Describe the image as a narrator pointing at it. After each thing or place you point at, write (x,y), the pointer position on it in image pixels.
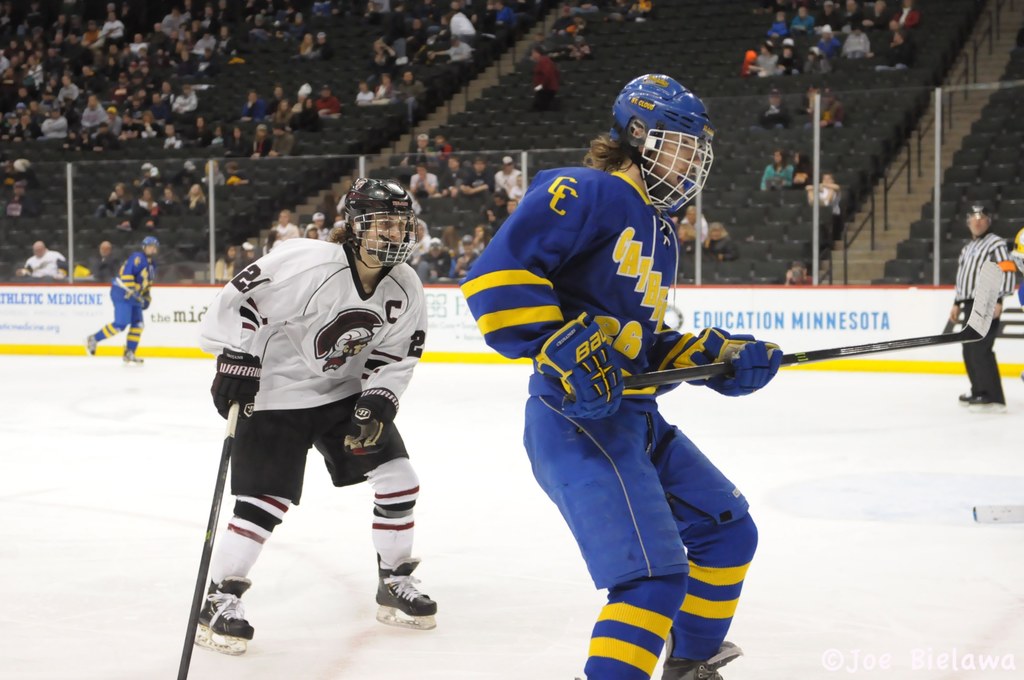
In this image there is an ice hockey stadium (951,387), in that players (635,463) are playing the game, in the background (793,315) there is a fencing (936,253), behind the fencing (213,177) there are people (831,50) sitting on chairs (644,67).
